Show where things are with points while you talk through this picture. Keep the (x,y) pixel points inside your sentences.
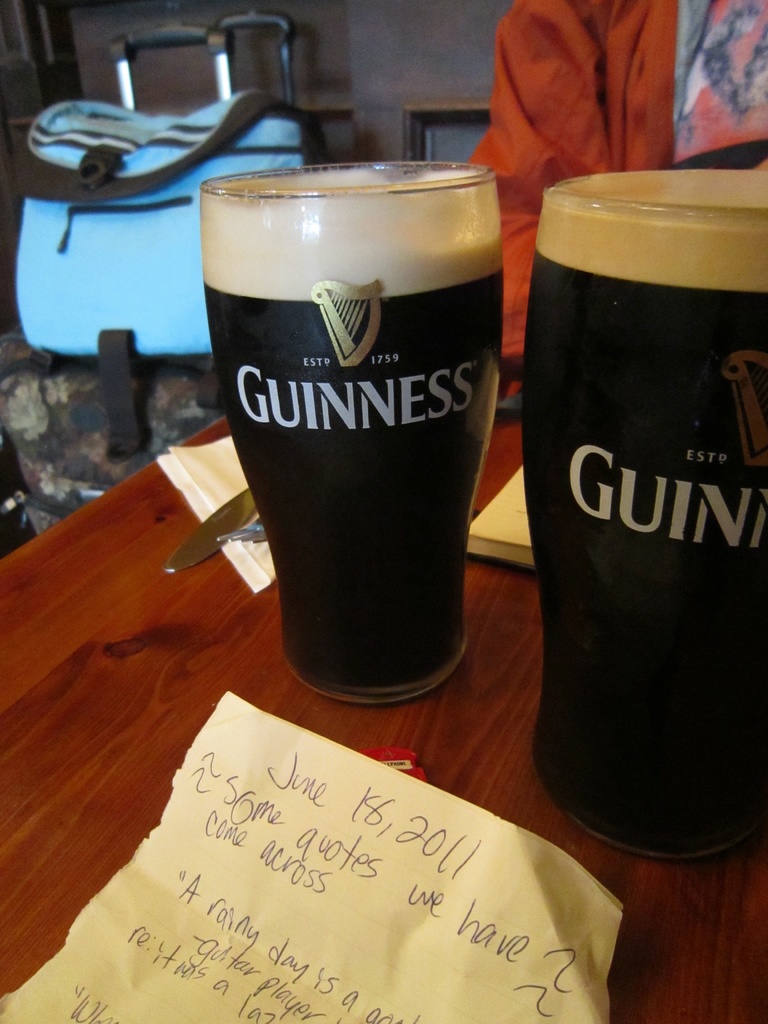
In this picture I can see two glasses (444,535), papers (362,889) and other objects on a wooden surface (468,667). In the background (563,106), I can see a person (562,118) and a bag (209,172).
